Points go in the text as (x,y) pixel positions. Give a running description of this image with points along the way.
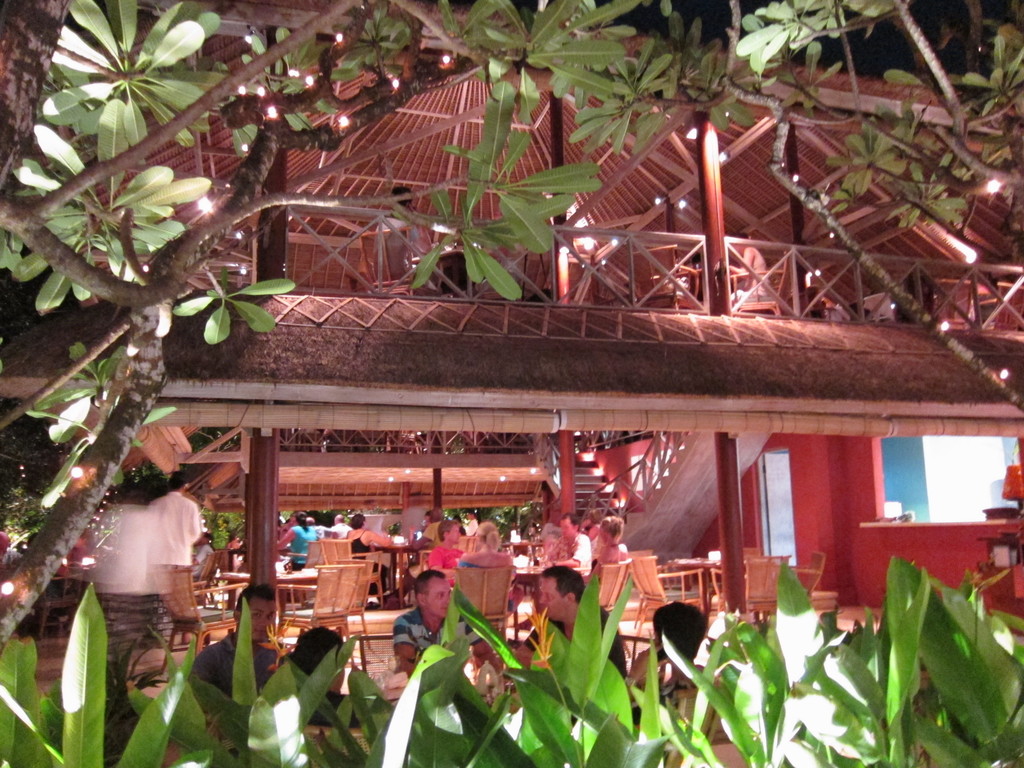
This picture seems to be clicked outside. In the foreground (148,697) we can see the green leaves (313,741) and group of persons (407,658) and we can see the chairs (339,558), tables (415,546), group of persons (443,544) sitting on the chairs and we can see the lights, railings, roof (824,167), pillars (278,172), staircase (600,472) and some other objects (593,421).
